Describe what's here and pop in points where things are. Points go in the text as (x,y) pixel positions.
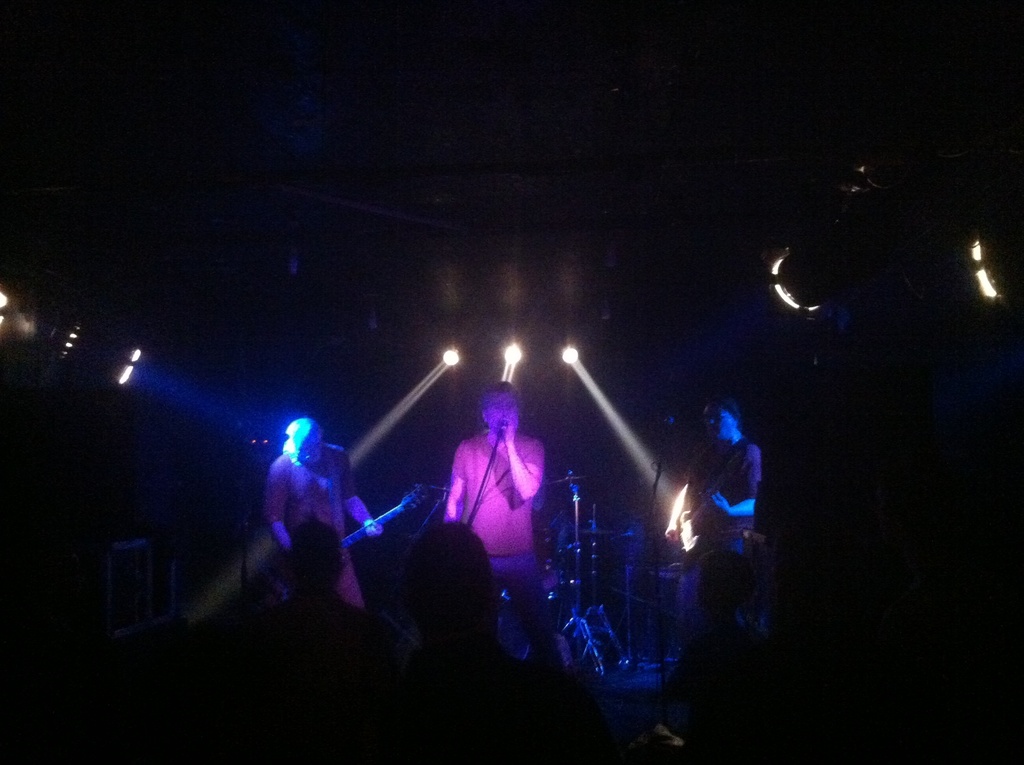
In this image, in the middle (535,449), we can see a person (531,559) standing and singing in front of a microphone (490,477) and he is also holding a microphone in his hand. On the right side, we can also see another person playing guitar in front of the microphone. On the left side (324,496), we can see another person (337,496) playing a guitar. In the background (280,322), we can see some lights (510,365) and black color. At the bottom (587,728), we can see a group of people (350,652) and black color.
